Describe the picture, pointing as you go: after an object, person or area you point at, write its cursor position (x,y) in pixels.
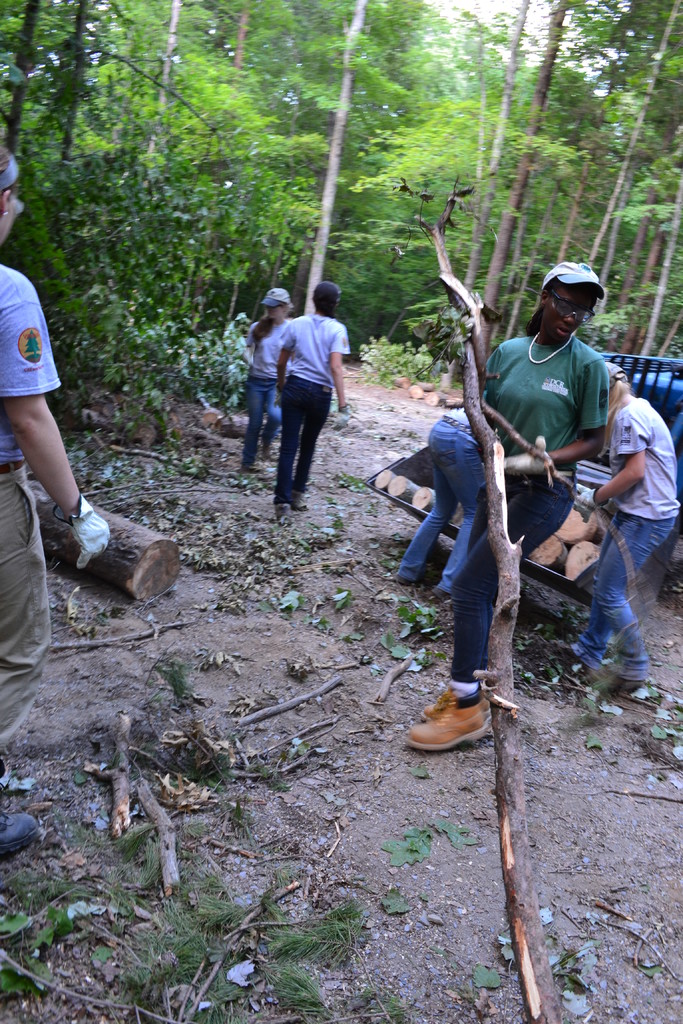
In this image I can see group of people (465,509) some are standing and some are walking. The person (526,426) in front (547,398) wearing green shirt (547,427), blue pant (552,492) and holding a stick (474,430), background (540,8) I can see trees (486,155) in green color and the sky (530,8) is in white color.
